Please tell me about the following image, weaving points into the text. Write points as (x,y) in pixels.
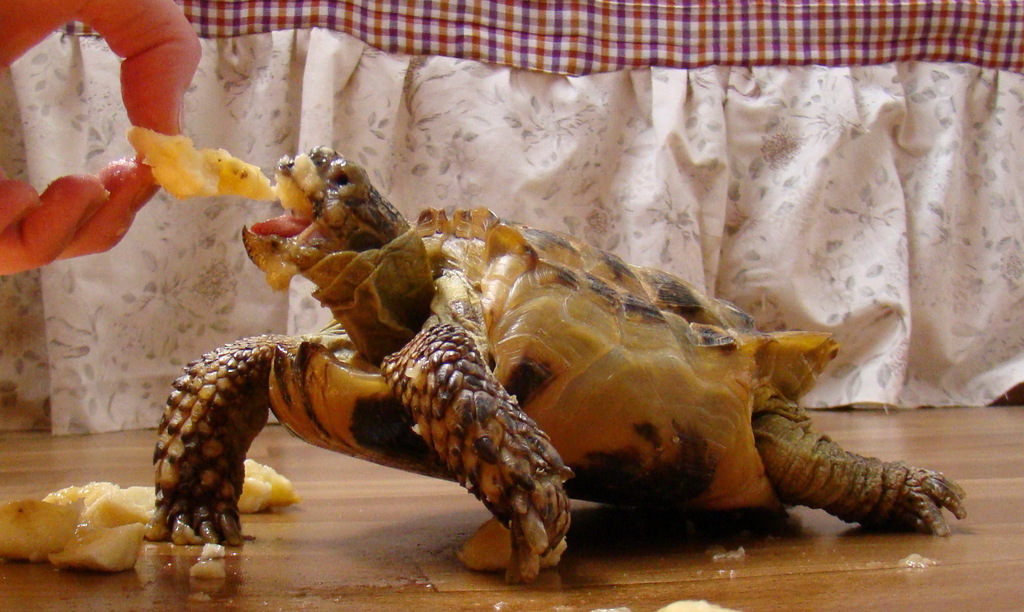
On the left (62,12) we can see the hand (137,2) of a person (131,172) holding a food item (172,163) and feeding a turtle (326,435) standing on the ground (618,595) and we can see there are some food items (295,501) lying on the ground (615,519). In the background (778,258) we can see the cloth (737,88).
